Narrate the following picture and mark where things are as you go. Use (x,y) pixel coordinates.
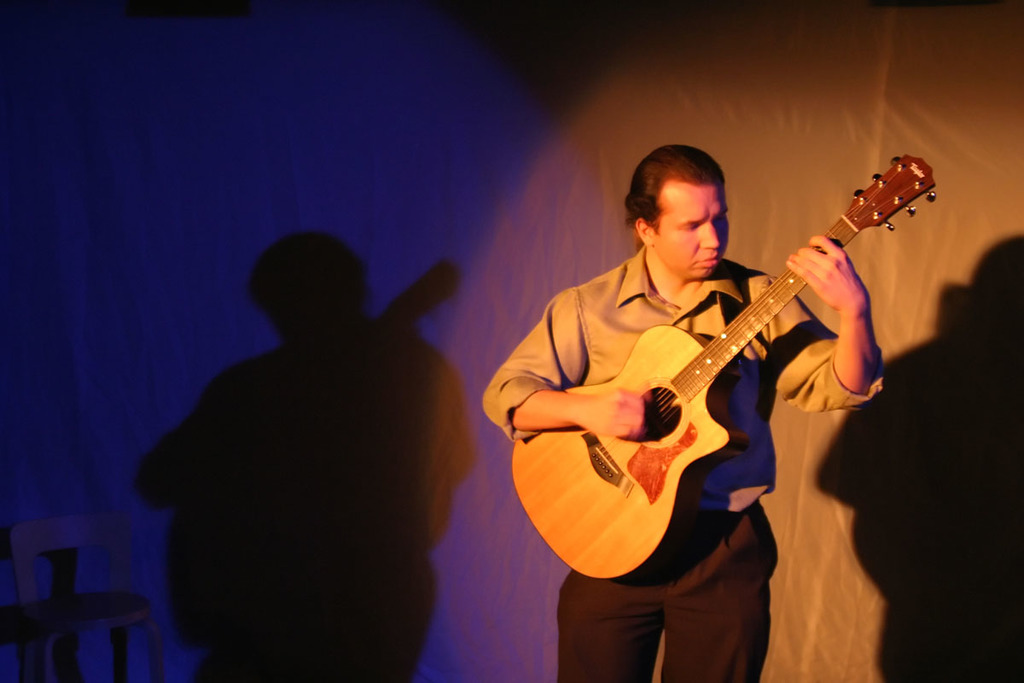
In the right (721,209) foreground of the image (756,376), there is one person (655,638) standing and playing guitar (699,401). In the left (239,402), there is a reflection (292,420) of that person (564,325) and a chair (128,614). The background (247,148) is blue and light orange in color. This image is taken inside a hall (570,145).
